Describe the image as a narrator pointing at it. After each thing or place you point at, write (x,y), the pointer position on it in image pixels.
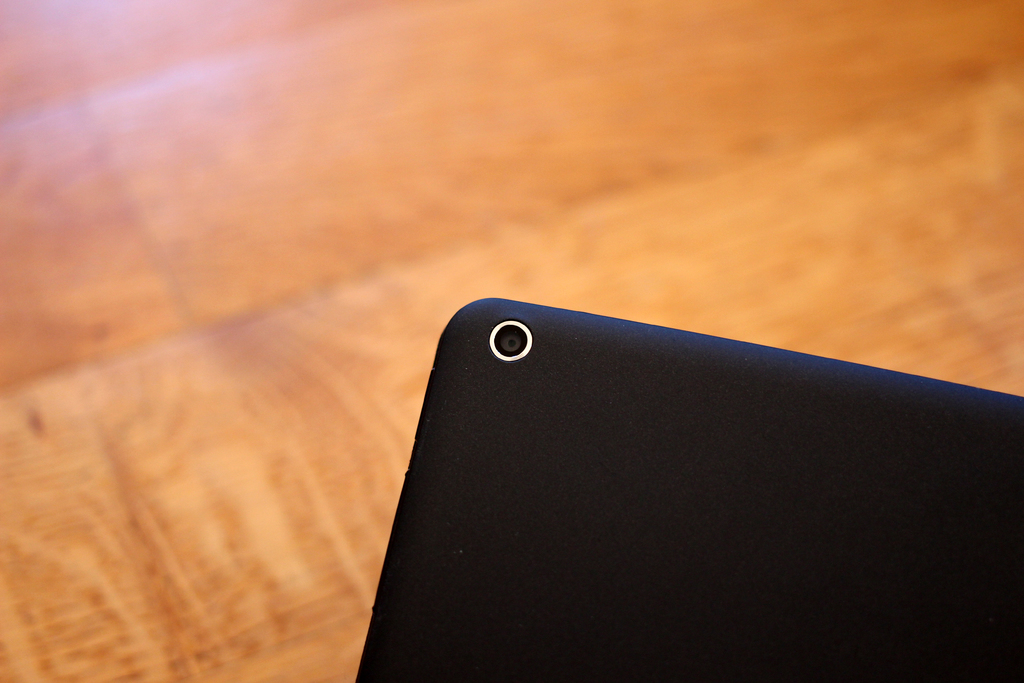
In this picture we can see a device (842,524) and in the background (166,433) we can see the surface (326,397).
